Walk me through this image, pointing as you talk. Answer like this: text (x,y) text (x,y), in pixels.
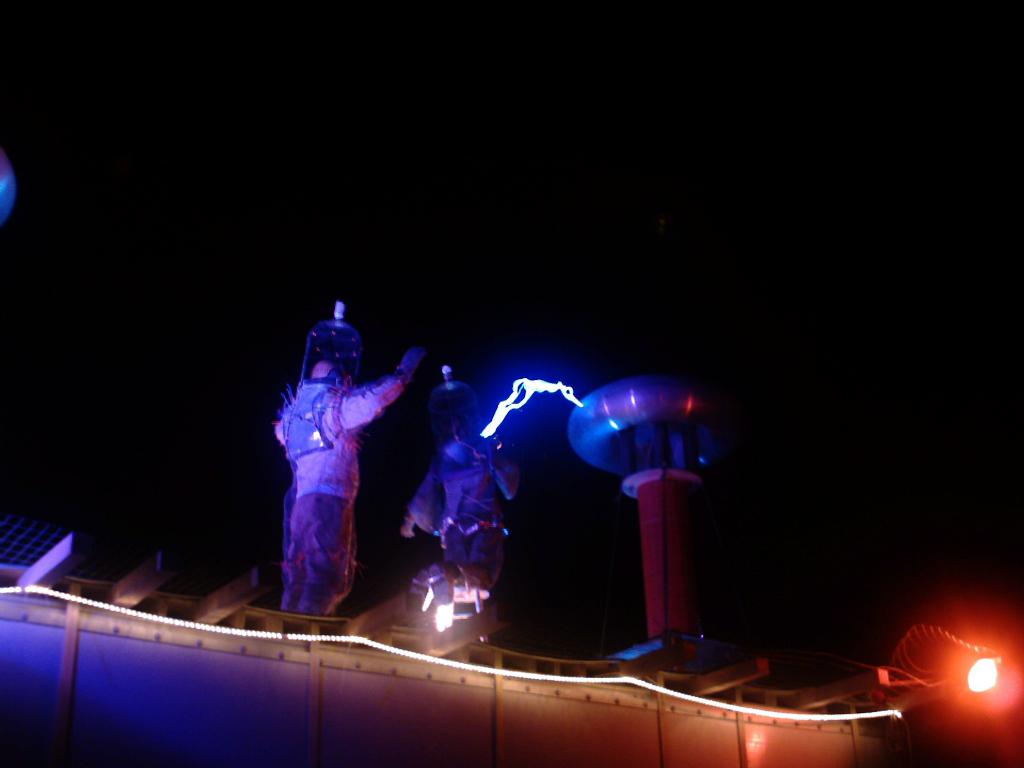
In this image there is an object (534,718) in the foreground (506,696). There are two persons (458,501). There is a light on the right side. There is a dark background (196,250).
